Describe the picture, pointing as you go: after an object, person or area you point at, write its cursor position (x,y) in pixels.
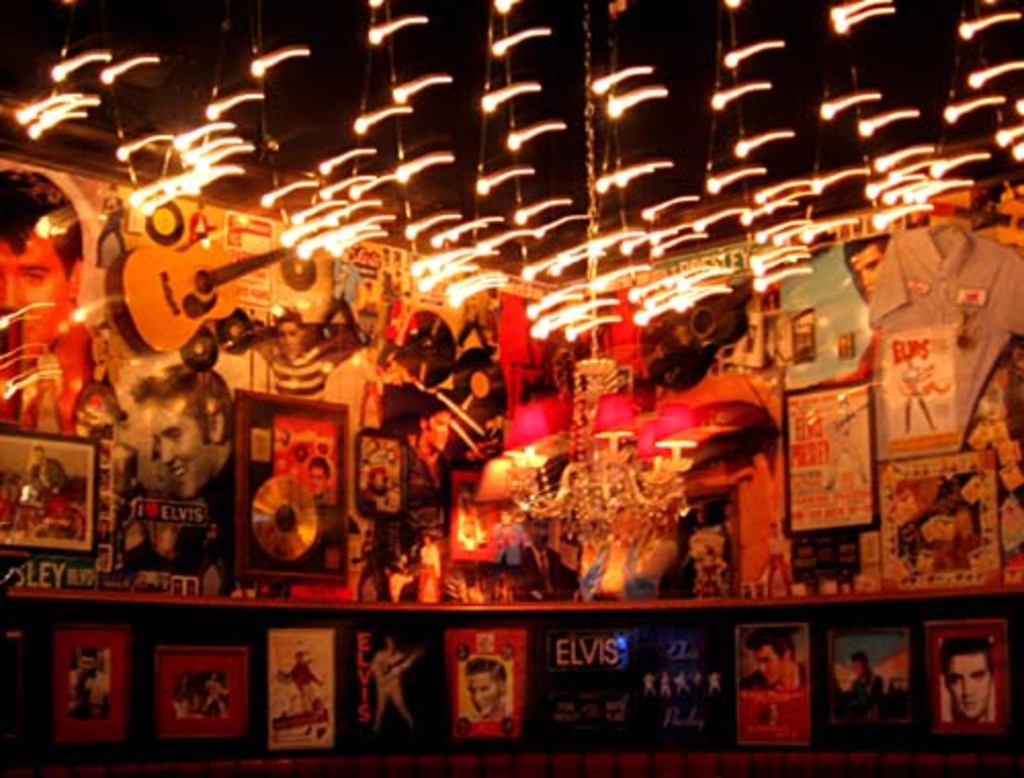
These are the lights (544,205), at the top (529,218) there are different photographs (823,372) in the middle of an image (491,417).
